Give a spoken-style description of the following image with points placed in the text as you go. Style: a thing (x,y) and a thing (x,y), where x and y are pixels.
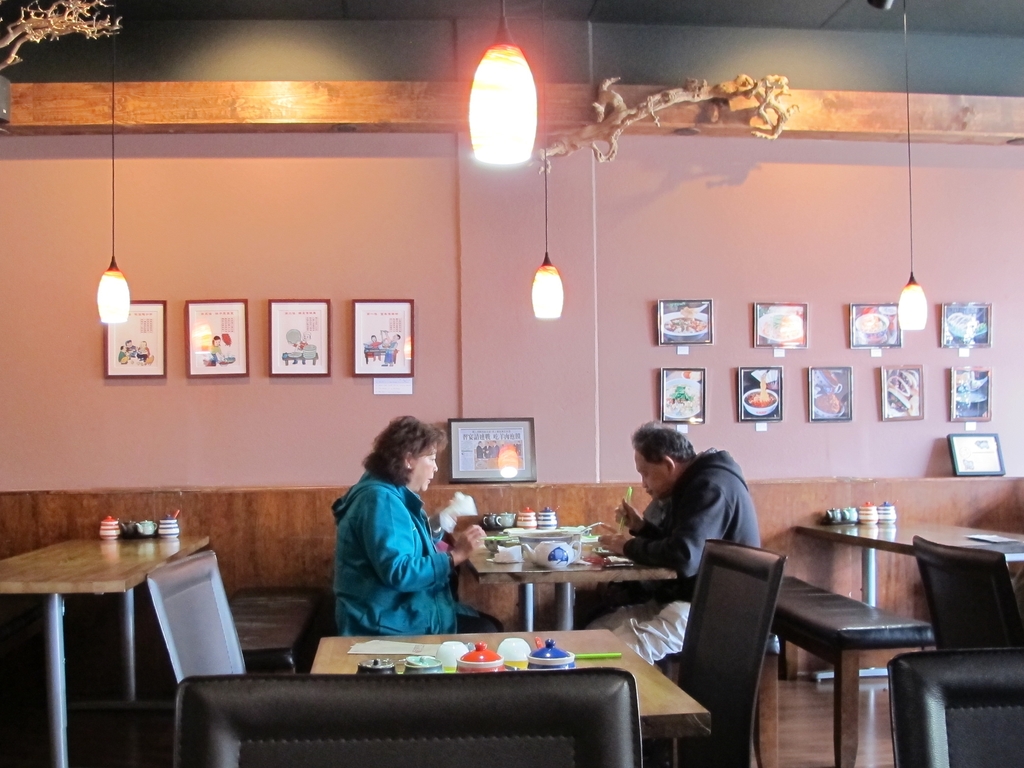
This is an inside view. In this image I can see a woman (384,573) and a man (639,612) sitting on the bench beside the table (570,567). On the table (509,565) I can see few cups (533,517) and bowls (547,540). In the background (484,236) there is a wall (726,256), also I can see few frames (673,335) are attached to this wall (647,254). On the top of the image (503,56) there are some lights (505,107).
